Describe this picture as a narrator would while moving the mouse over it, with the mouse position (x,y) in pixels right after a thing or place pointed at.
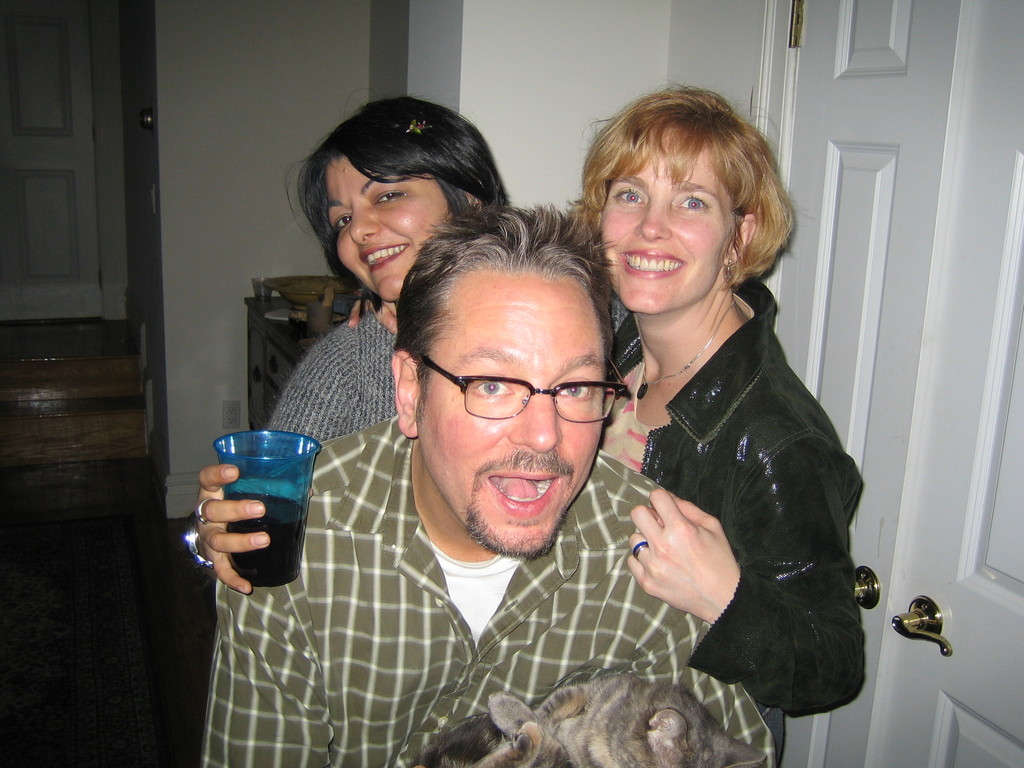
In this image, we can see a man (434,464) wearing glasses (477,375) and holding a cat (501,727). In the background (625,224), there are two people (442,207) and one of them is holding a glass (270,470) with drink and we can see doors (867,86), a wall (271,202) and some other objects (307,285) on the stand (266,311). At the bottom (121,643), there is a floor (49,663).
